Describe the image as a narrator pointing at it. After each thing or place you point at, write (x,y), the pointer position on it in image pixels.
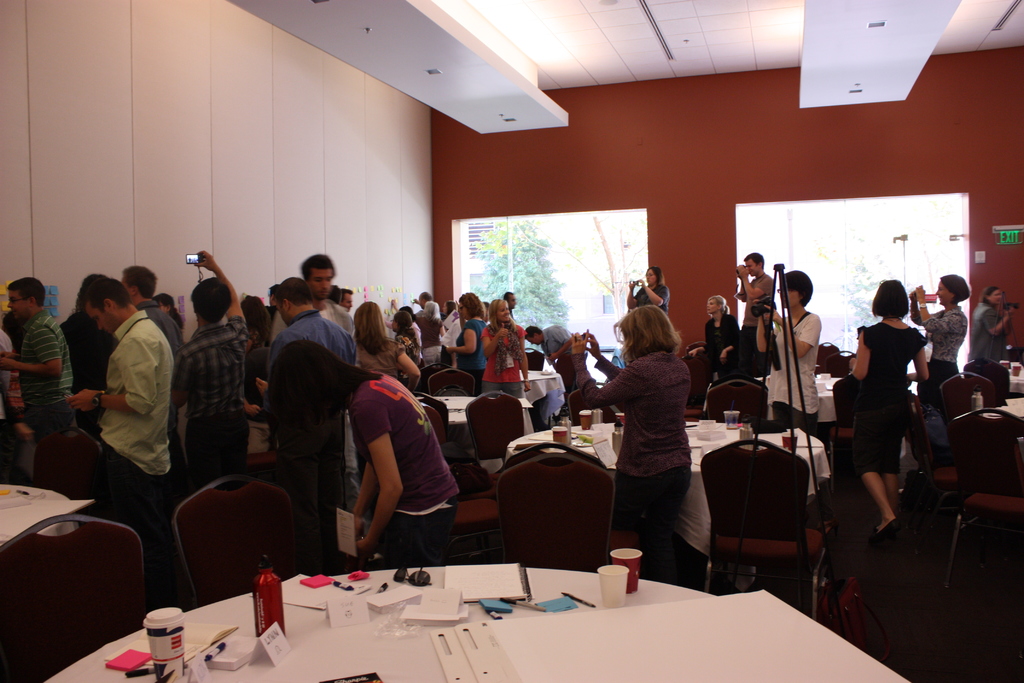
in this image i can see table (457,637) on which there are many papers (440,604), cups (618,575), bottle (270,603). there are many chairs (262,546) around it. behind that there are many people (660,411). at the left (314,245) there is white color wall (207,178). at the right (722,125) there is orange color wall (596,198) with two windows (825,251) and a tree (530,287) behind
